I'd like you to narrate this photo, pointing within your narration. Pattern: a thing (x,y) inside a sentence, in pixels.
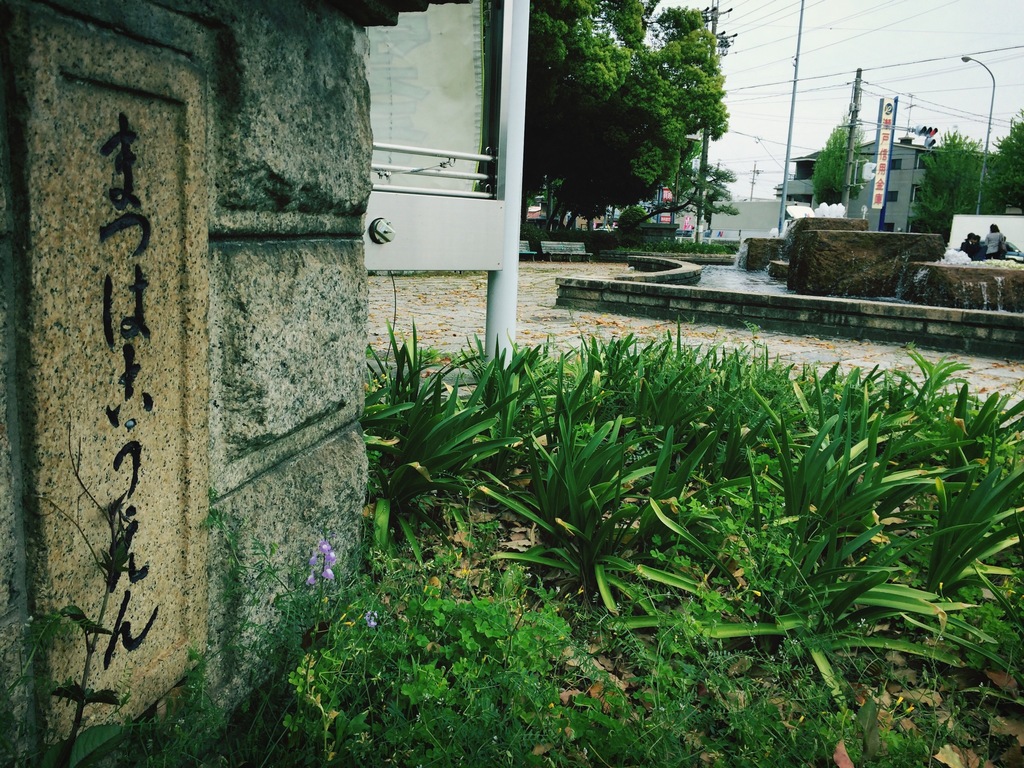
In this picture we can see there is a stone (105,302) and on the stone (180,298) it is written something. On the right side of the stone (249,395) there are plants (483,531) and behind the plants (525,436) there is water (743,257), poles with lights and electric poles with cables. On the left side of the poles (701,239) there are benches (567,242) and trees (590,215). Behind the poles (790,121) there is a banner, building (870,202) and the sky (834,26) and on the path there are some people (1002,248) standing.
